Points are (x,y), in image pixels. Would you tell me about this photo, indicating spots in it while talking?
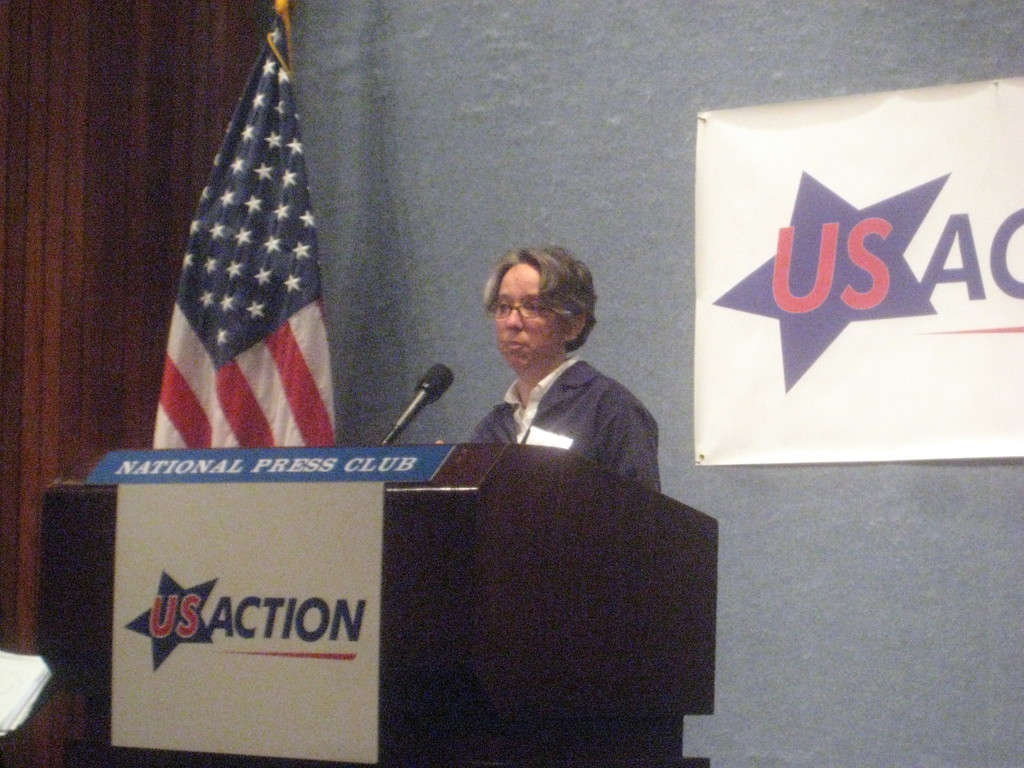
In this picture I can observe a person (550,430) standing in front of a brown color podium (435,603). I can observe a mic (396,432) on this podium (372,470). On the left side (257,266) there is a national flag (207,316). I can observe a poster (868,137) fixed to the wall (641,209) on the right side (865,225).
